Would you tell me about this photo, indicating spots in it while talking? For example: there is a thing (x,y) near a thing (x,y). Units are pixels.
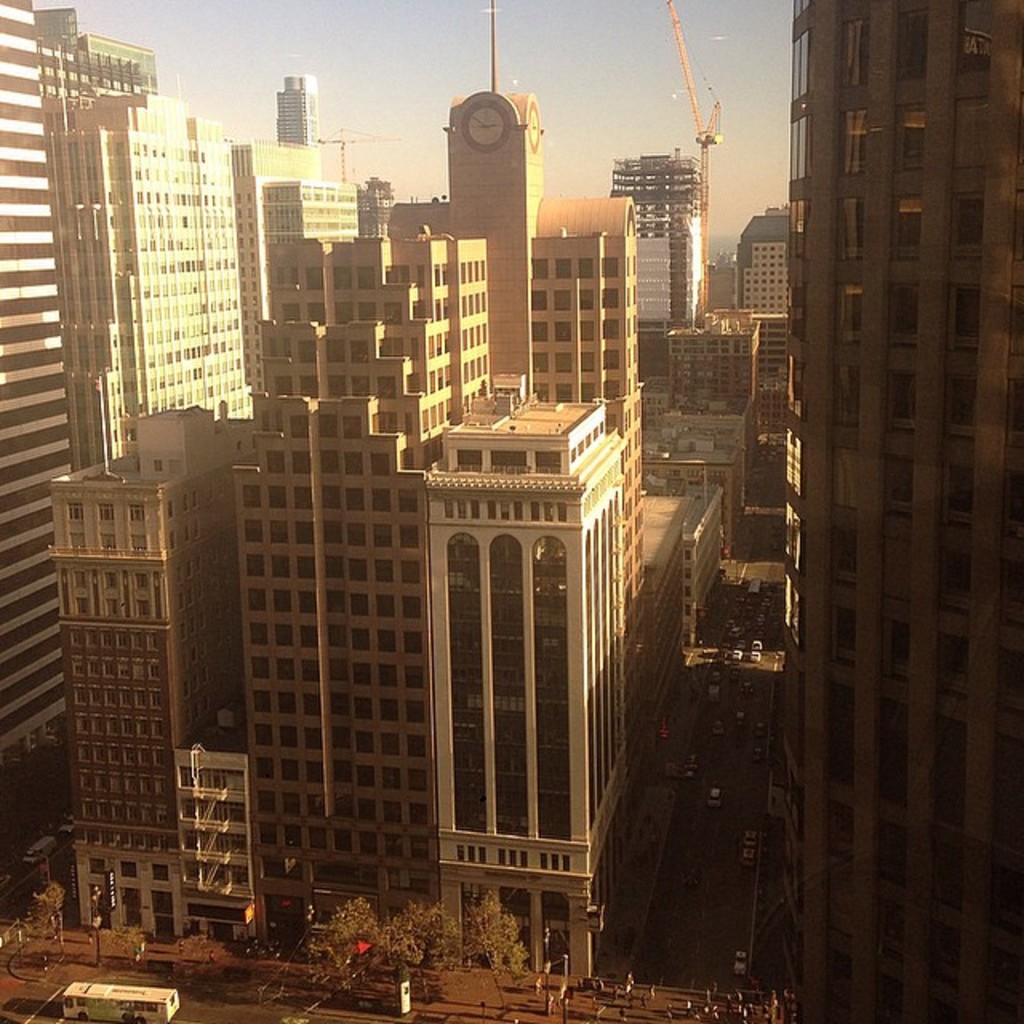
In this image we can see a group of buildings (535,458) with windows (540,458), a tower (493,176) with a clock (464,121) and a crane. On the bottom of the image (485,894) we can see some trees (478,920), a board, a group of vehicles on the road (684,1001) and some street poles (564,972). On the backside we can see the sky (409,140) which looks cloudy.
